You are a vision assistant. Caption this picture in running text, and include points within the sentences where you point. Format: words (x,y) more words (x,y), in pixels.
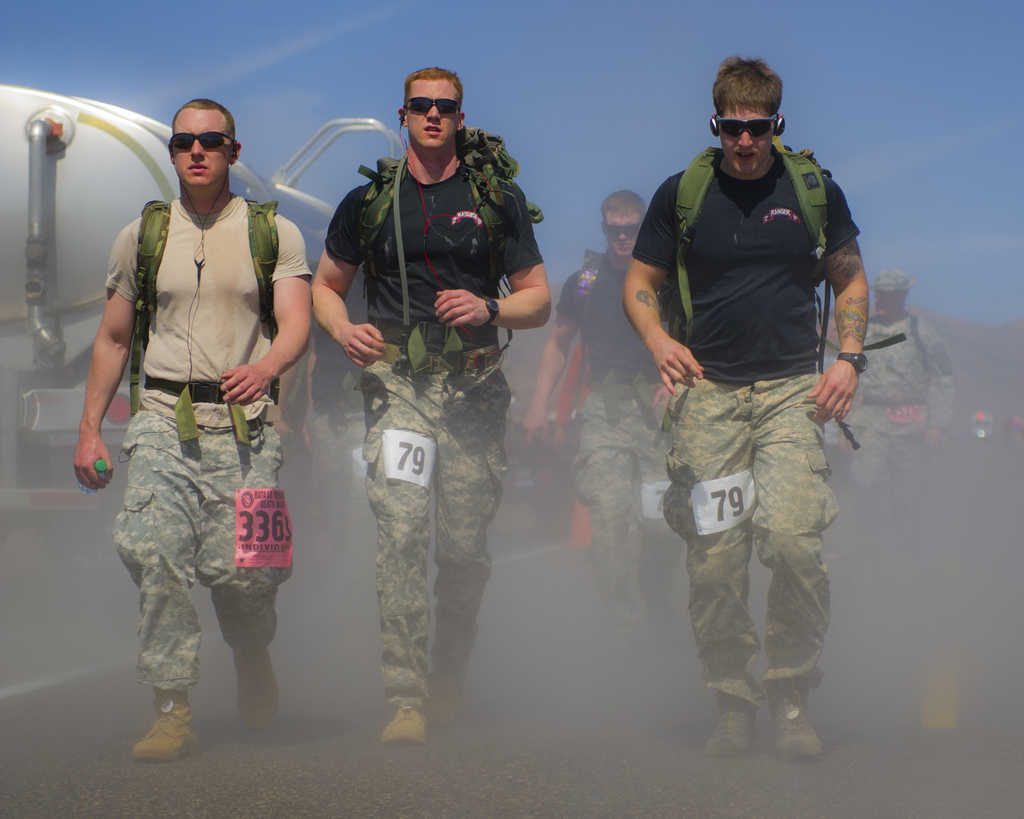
In this image I can see group of people (185,472) walking. In front (413,202) the person (684,468) is wearing black color shirt (432,247). In the background (106,111) I can see the vehicle (120,154) and the sky (712,33) is in blue and white color.
